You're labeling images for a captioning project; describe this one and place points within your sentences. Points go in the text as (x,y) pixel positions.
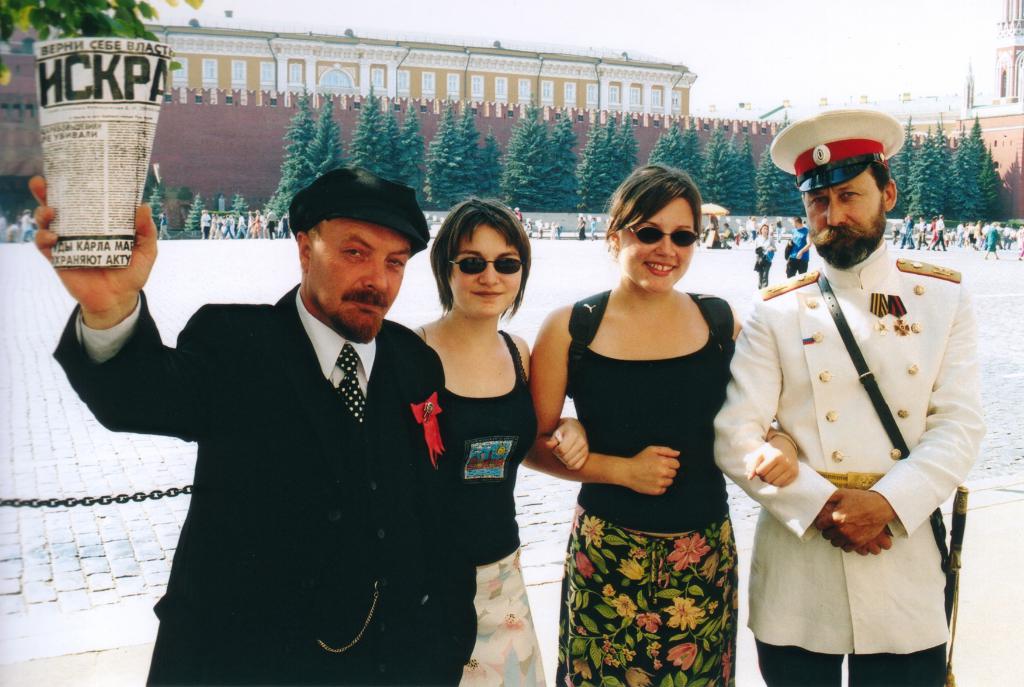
As we can see in the image there are few people (592,409), trees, plants (925,173), and at the top (747,0) there is sky (521,0). The person (376,351) standing on the left side (320,334) is wearing black color jacket (231,463) and holding a newspaper (133,240). The person (853,348) standing on the right side (904,353) is wearing white color jacket (909,390) and hat (888,131). The two women (610,440) standing in the middle (591,356) are wearing black color tops (578,500).
